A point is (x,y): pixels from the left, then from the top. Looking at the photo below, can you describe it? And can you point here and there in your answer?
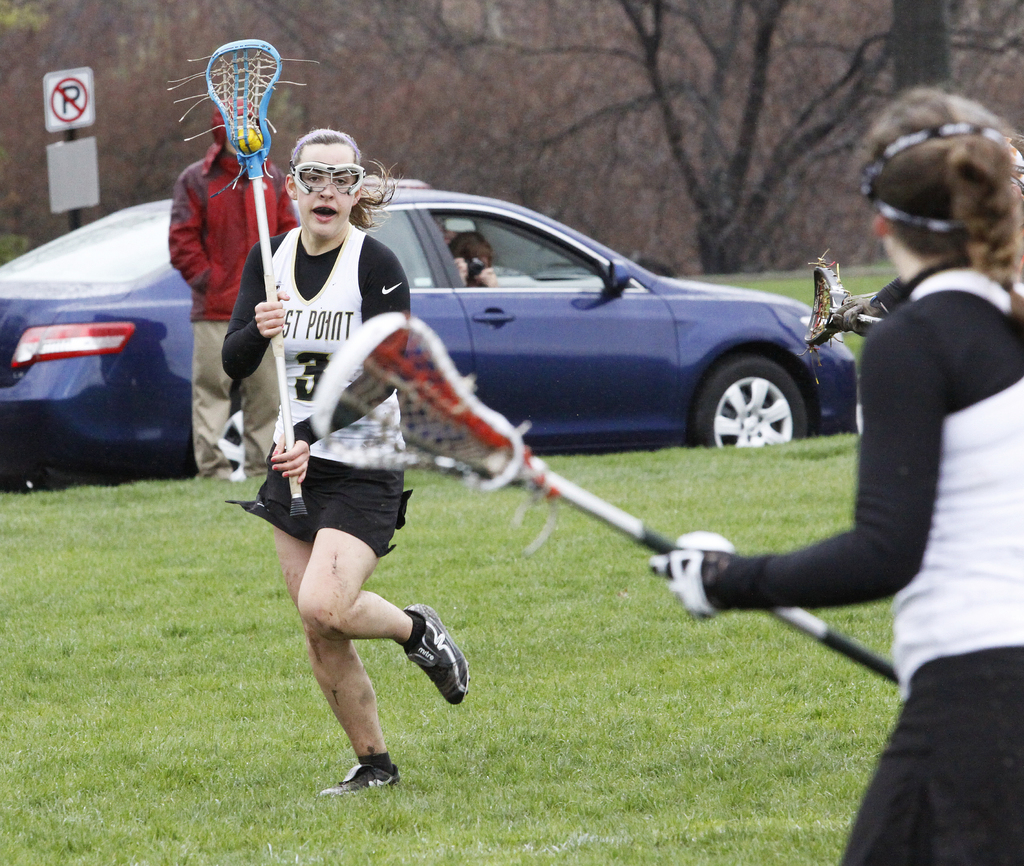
In the center of the image (367,296) we can see three persons (896,531) are standing and they are holding some objects (550,527). In the background (599,101), we can see trees (151,116), grass (809,518), one sign board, one car (171,370) and one person (192,282) standing. And we can see one person (473,256) in the car (502,290) and he is holding the camera (479,261).
